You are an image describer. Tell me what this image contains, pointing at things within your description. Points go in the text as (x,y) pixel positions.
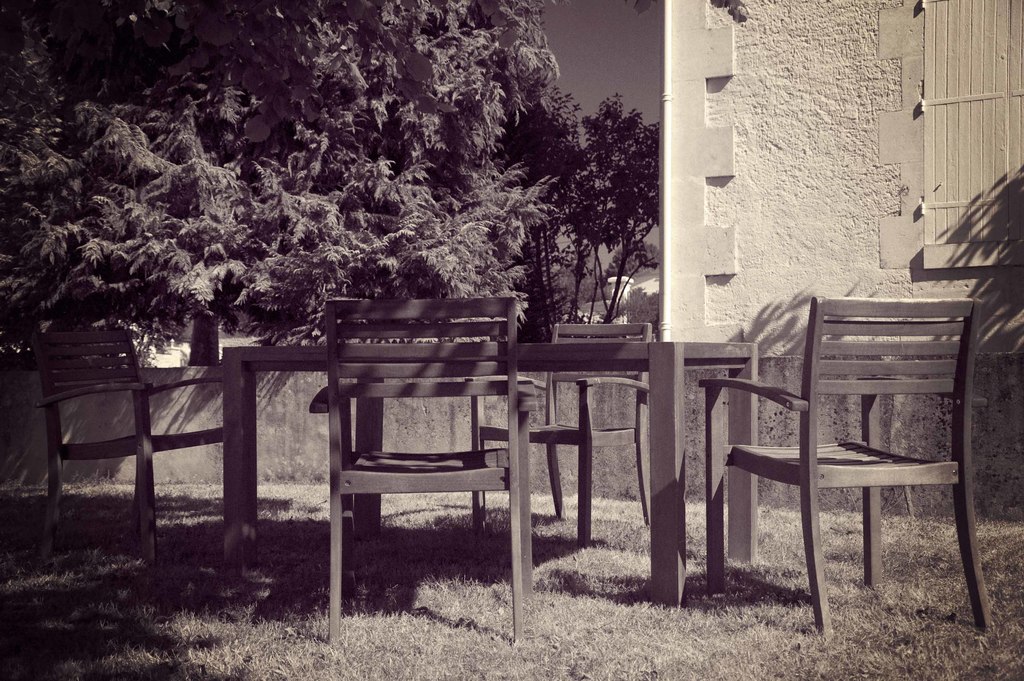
In the picture I can see chairs (582,396) and a table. Here I can see trees (437,230), building (796,135), fence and the grass (494,607). In the background (606,94) I can see the sky (606,83).
